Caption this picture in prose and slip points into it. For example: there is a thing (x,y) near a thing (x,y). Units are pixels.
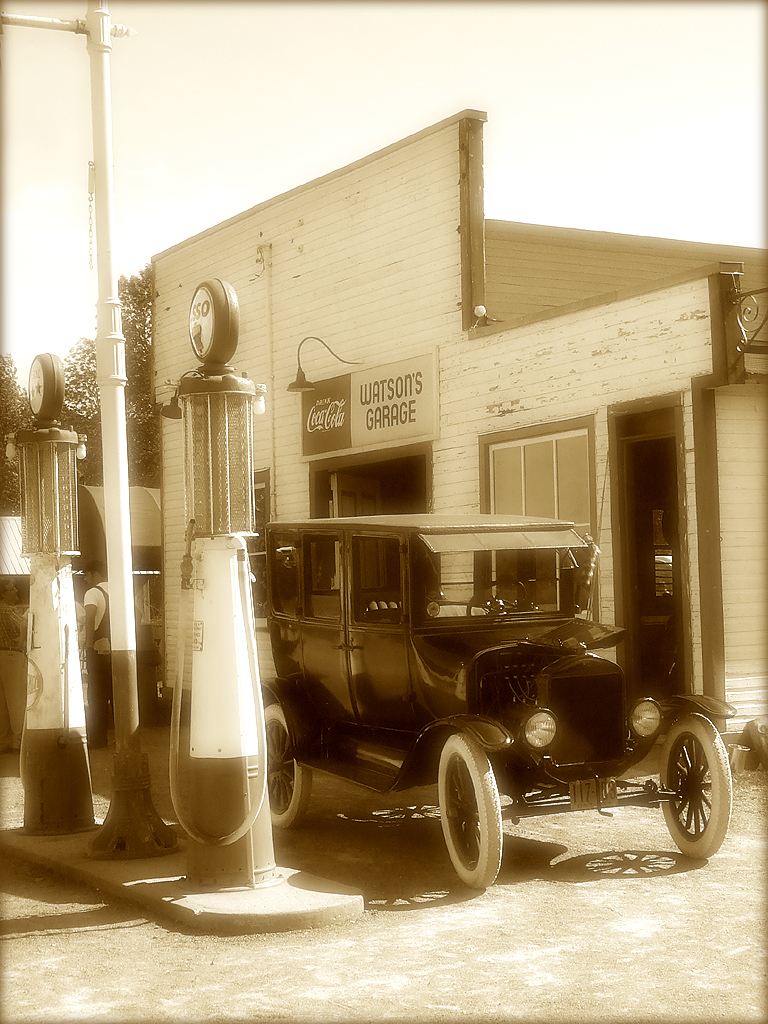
In this image we can see store (471,281), hoarding (366,413), light (297,380), poles (128,540), vehicle (335,549), person (88,615), sky (168,127), trees (29,420) and things (252,444).
